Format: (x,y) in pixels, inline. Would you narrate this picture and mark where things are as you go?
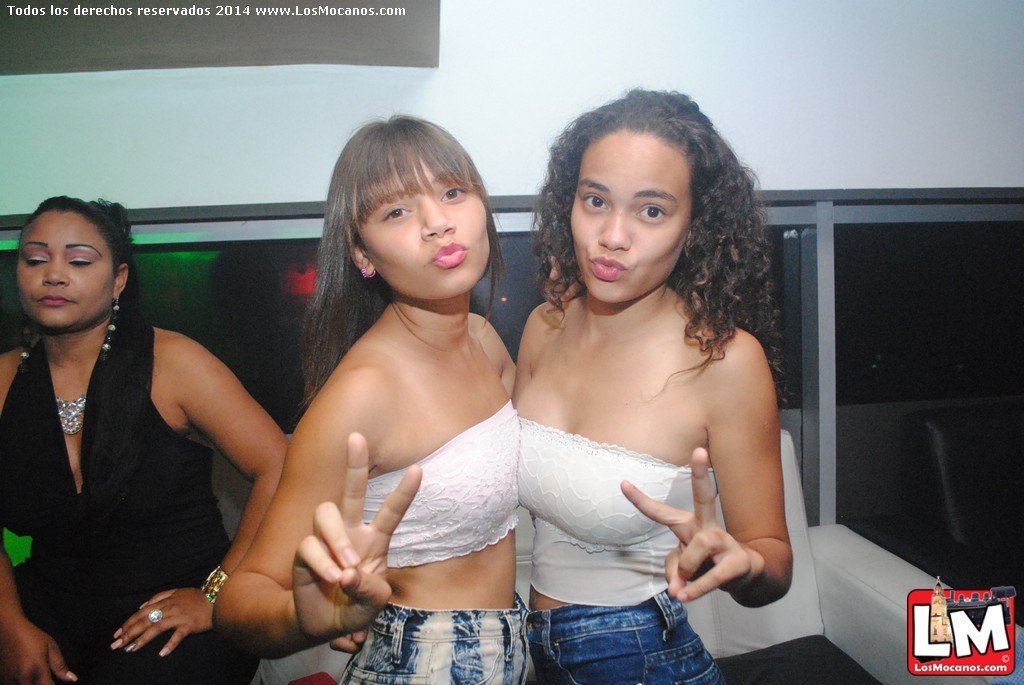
In this picture I can see there are three women (94,344) and the woman (154,476) at left (146,523) is wearing a black dress (124,556) and the women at right (694,658) are wearing white shirts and trousers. In the backdrop (471,101) there is a wall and there is a logo (969,613) at the right side (970,629) bottom of the image (971,629).
